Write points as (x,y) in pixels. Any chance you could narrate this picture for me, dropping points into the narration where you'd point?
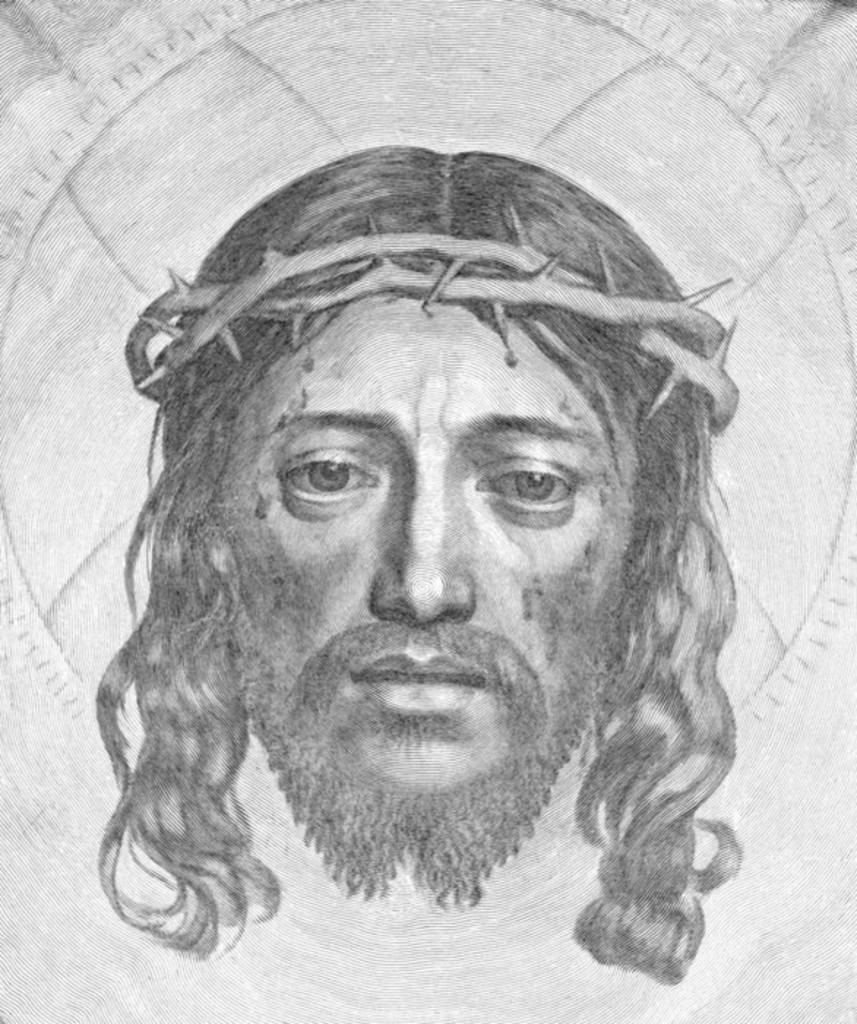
In this picture we can see a drawing (478,736) of a person (395,560).
